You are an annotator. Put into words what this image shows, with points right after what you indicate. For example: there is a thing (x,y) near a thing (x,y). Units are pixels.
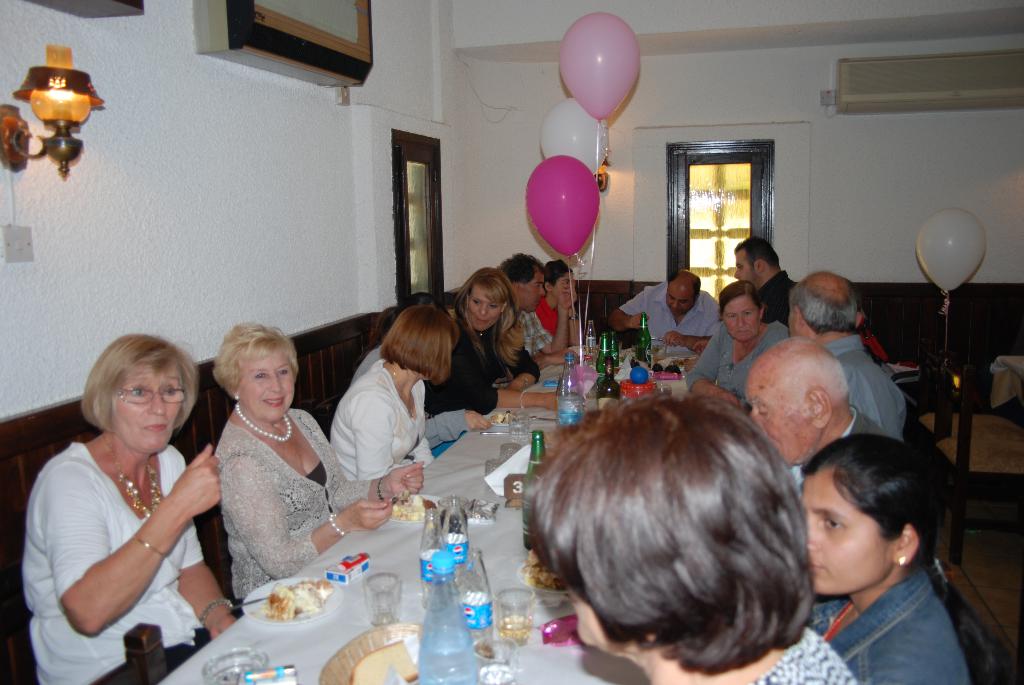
In this image I can see a group of people (537,352) sitting. In front of them there is a plate (256,620) with food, bottle (439,601), glass (387,606), balloons (570,195) on the table (367,547). I can also see a lamp (58,106), window (725,180), air conditioner (881,81) to the wall (442,125).
